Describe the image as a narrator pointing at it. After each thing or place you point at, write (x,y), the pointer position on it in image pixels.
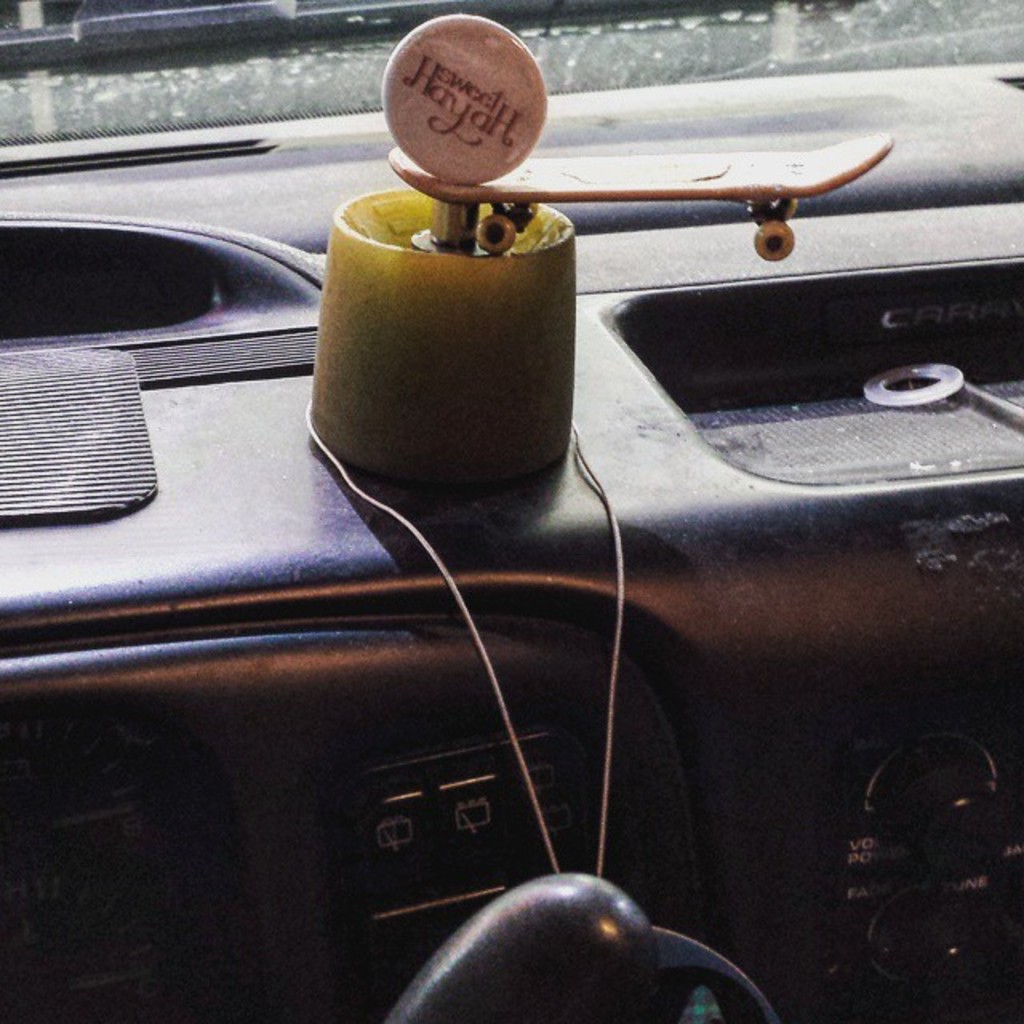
In this picture in the front (557,987) there is an object (566,945) and in the center (677,464) there is a dashboard (701,483) of the car (708,446), there are buttons (947,828) which are black in colour and there is an object (432,314) which is yellow in colour with some text (455,125) written on it.
